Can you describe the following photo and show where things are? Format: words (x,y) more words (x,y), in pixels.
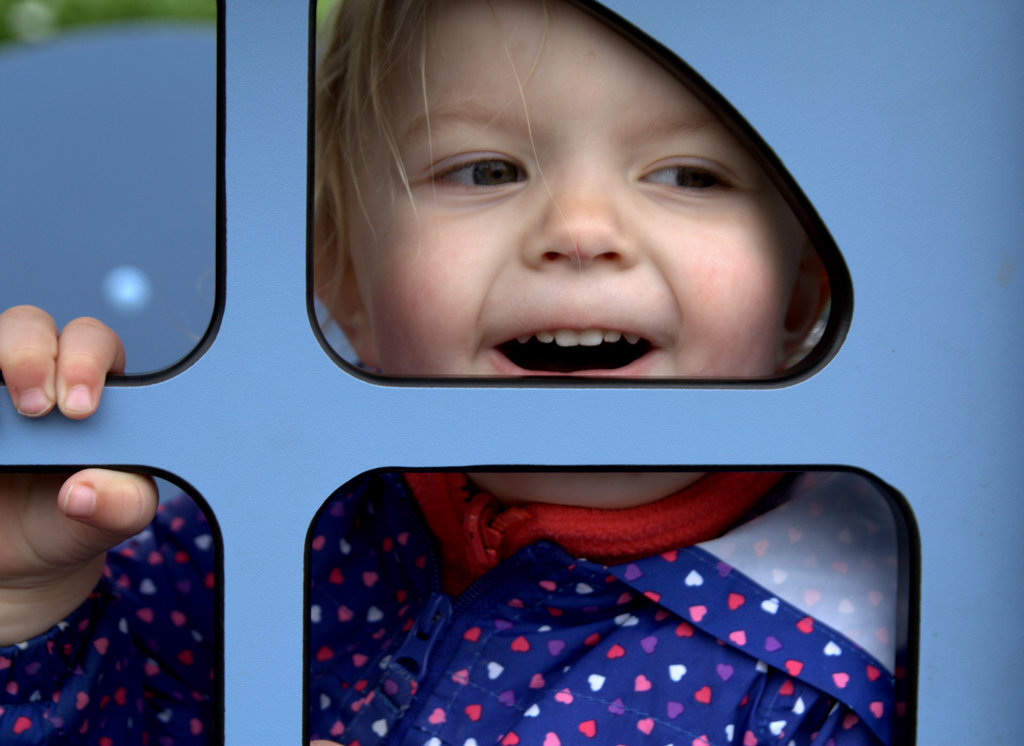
In this image I see a child (427,520) who is wearing red and blue color dress (466,578) on which there are hearts (544,681) which are of red, white and violet in color and I see that the child (435,339) is smiling and the child (477,355) is holding a blue color thing (169,416).
